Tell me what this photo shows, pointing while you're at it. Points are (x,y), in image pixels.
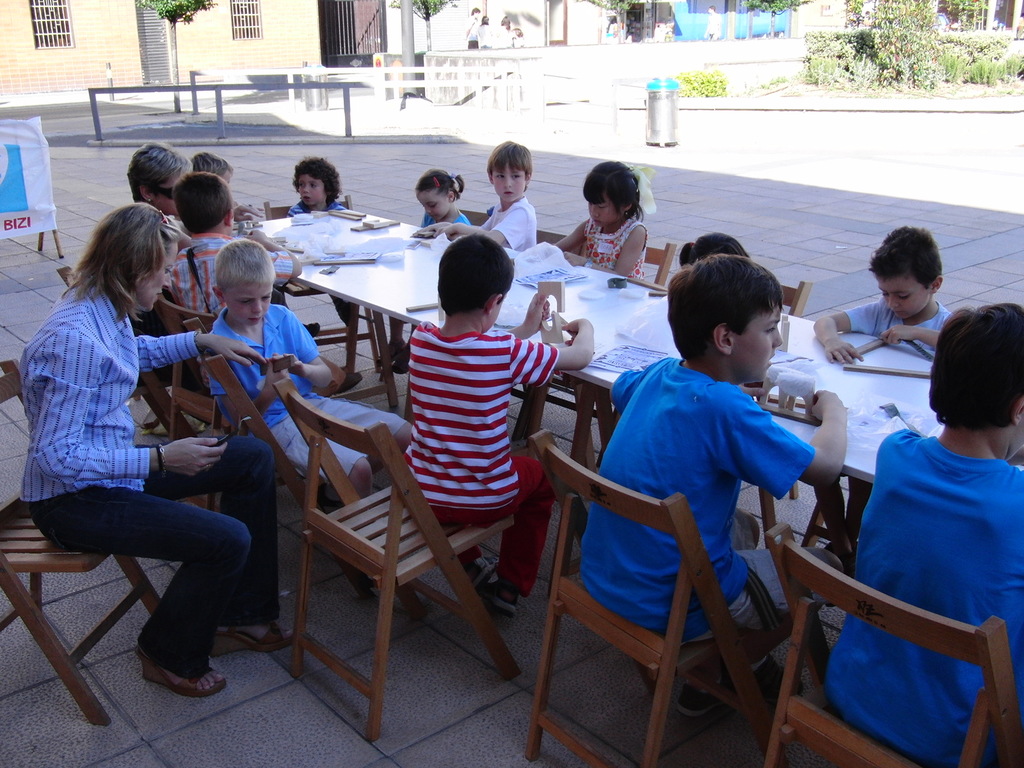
In this picture we can see a group of children (537,376) sitting on chair (789,534) and in front of them there is table (336,283) and on table (616,334) we can see papers (559,274), wooden Lego (560,338) here woman (57,368) sitting on chair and looking at this boy (233,323) and in background (48,15) we can see house (162,20) with windows (45,15), pillar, fence (434,73), banner (45,144).
